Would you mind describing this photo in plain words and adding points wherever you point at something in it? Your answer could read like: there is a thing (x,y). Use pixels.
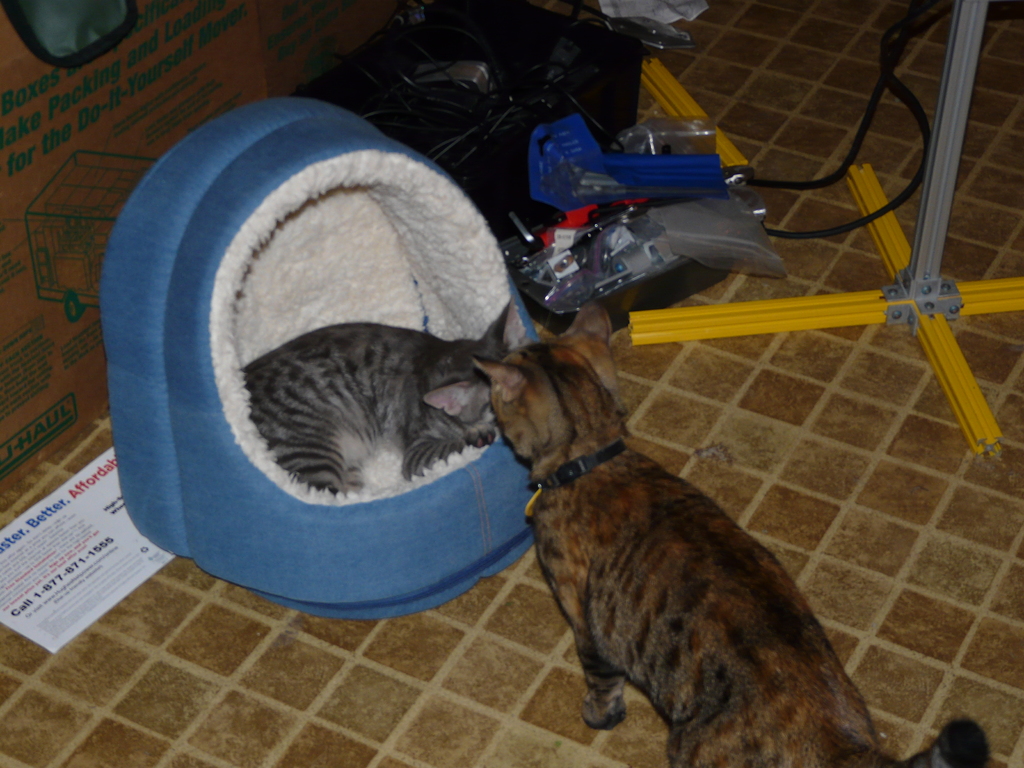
This image is taken indoors. At the bottom of the image (205,699) there is a floor (129,656). In the background (97,134) there is a cardboard box (58,169) with a text (35,437) on it and there are a few things (944,359) on the floor (753,72). In the middle of the image (621,457) there is a cat (668,535) on the floor (885,717) and there is another cat (464,385) in the cat house (362,313).
